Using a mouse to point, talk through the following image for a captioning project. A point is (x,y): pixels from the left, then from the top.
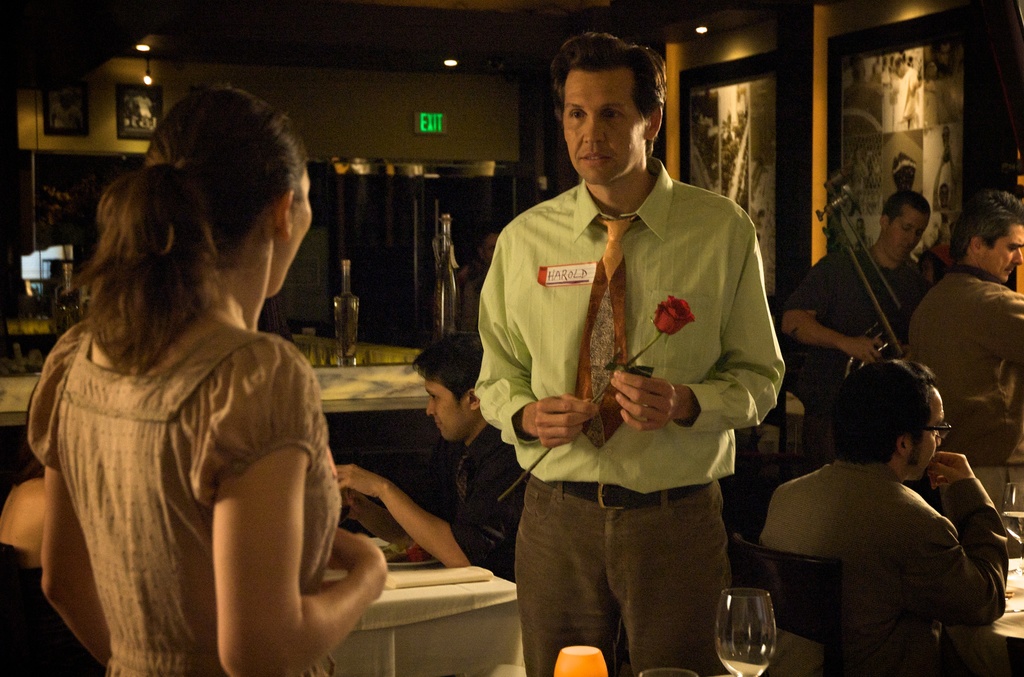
In this image I can see number of people (999,280) where few of them are standing and few of them are sitting. I can also see few glasses (1013,492) and few frames (953,201) on this wall (767,30).
